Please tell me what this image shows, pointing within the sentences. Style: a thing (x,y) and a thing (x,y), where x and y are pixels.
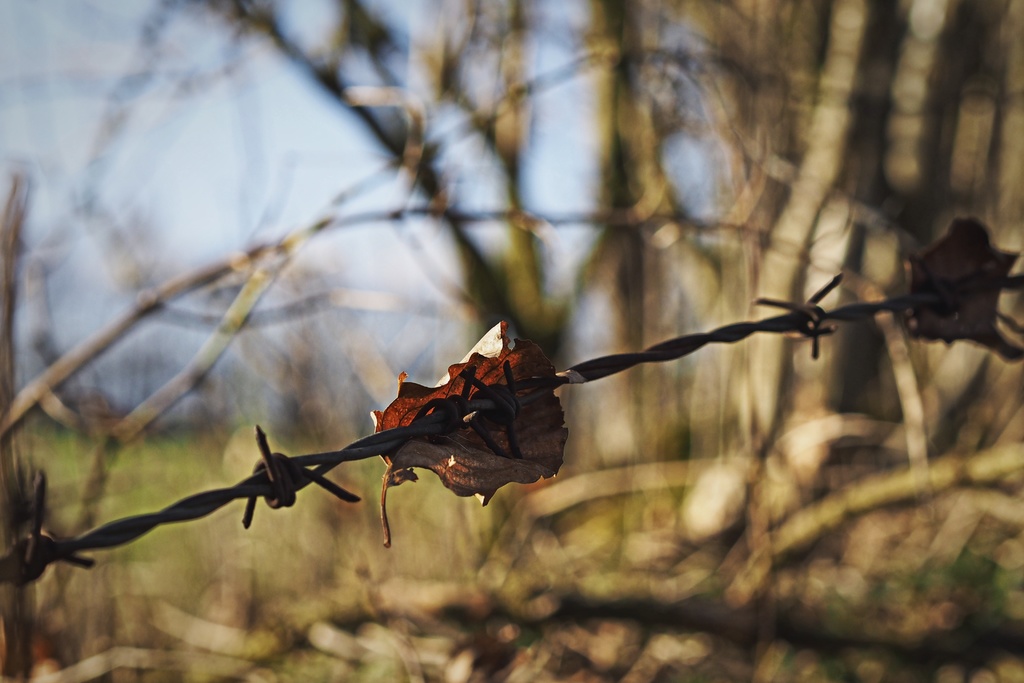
In this picture, there is a metal wire (515,408) in the center (493,415). To the metal wire (555,386), there is a leaf (533,417). In the background (505,205), there are trees (501,148) and a sky (213,178).
